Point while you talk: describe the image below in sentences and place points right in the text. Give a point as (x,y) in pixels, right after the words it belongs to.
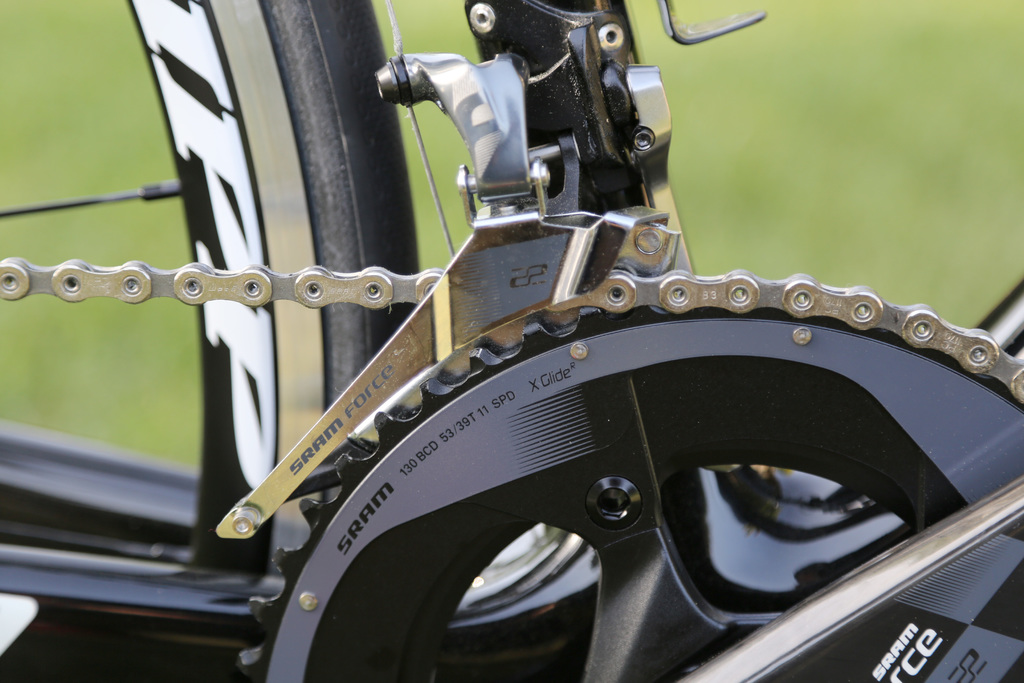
In this image there is a bicycle (477,301) having a metal chain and a metal wheel (566,517). Background (33,395) is blurry.
